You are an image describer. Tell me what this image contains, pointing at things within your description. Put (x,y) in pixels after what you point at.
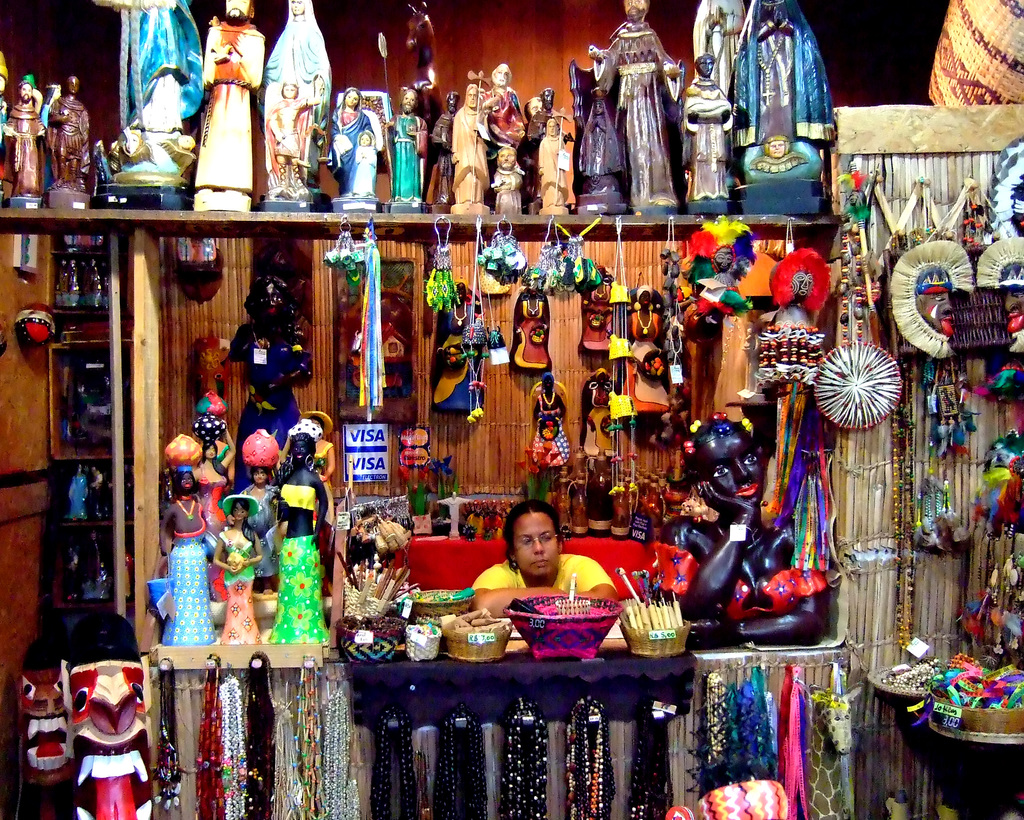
In this image I can see a person (535,557) sitting in the center (530,538), wearing a yellow t shirt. There are many objects (705,561) surrounded by her. There are sculptures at the top (654,193) and hangings (763,719) at the bottom of the image (763,719).
